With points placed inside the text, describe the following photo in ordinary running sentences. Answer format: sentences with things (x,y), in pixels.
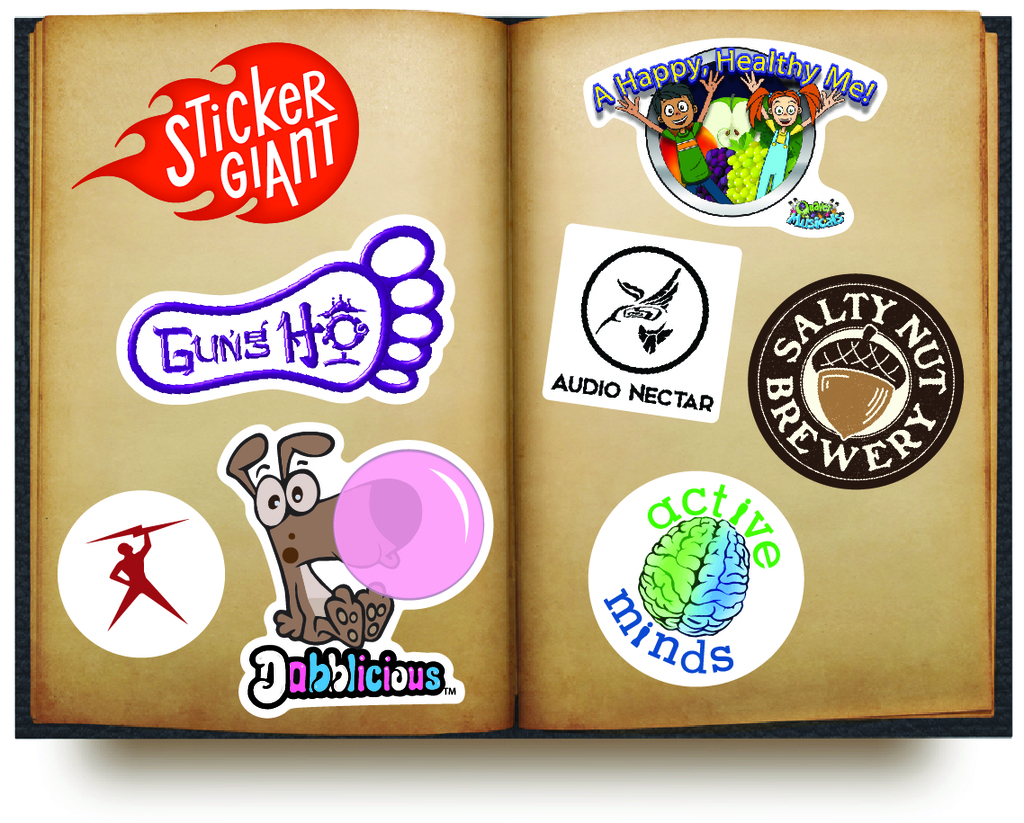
In this image, we can see a book (73,43), in that book (124,84) we can see some stickers (285,218) pasted.
